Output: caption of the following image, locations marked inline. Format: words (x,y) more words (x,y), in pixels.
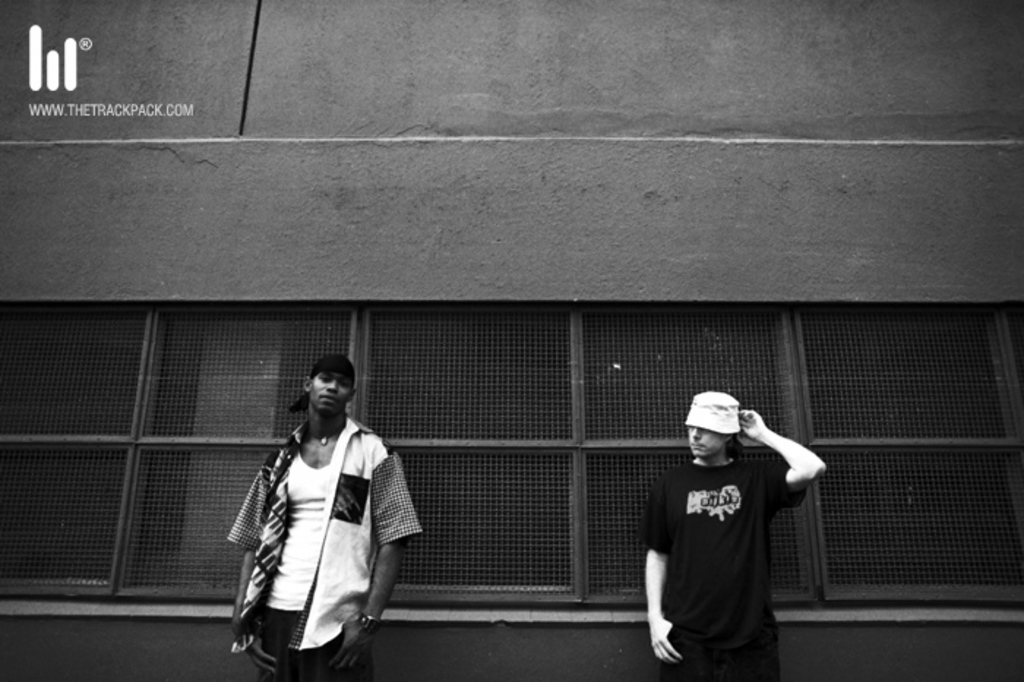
As we can see in the image there is a wall (666,108) and two people (343,470) standing over here.
